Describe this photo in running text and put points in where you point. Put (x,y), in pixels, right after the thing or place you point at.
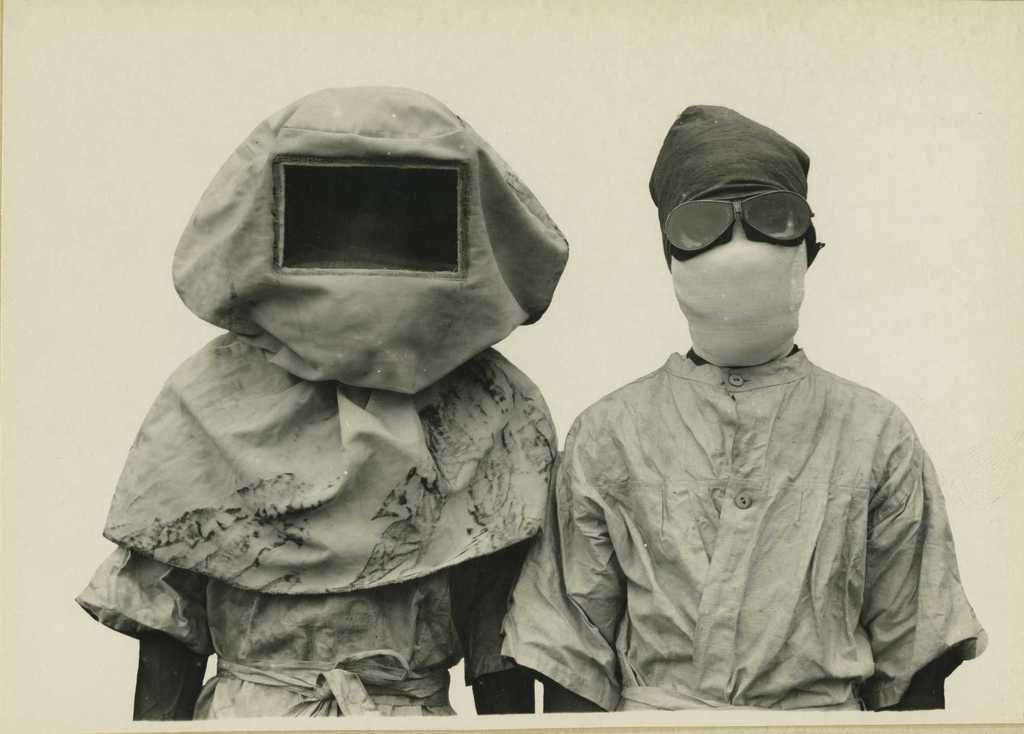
In this image, we can see two persons (554,527) wearing clothes (490,453) and masks (313,296).
